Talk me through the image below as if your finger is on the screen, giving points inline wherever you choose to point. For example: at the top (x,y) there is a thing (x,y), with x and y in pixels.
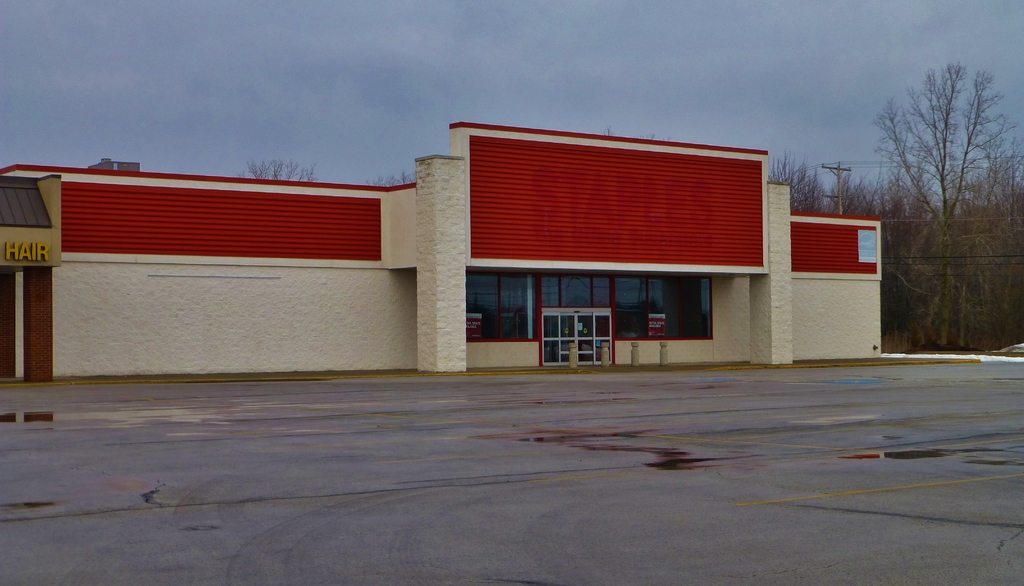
The picture is taken outside a city. In the center of the picture (541,213) there is a building (408,298) painted in red color. In the center of the pictures there are doors (580,317) and windows (643,307). On the right (932,260) there are trees (926,262), poles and cables (978,257). In the foreground (819,390) there is surface (332,441). Sky (515,94) is cloudy.
